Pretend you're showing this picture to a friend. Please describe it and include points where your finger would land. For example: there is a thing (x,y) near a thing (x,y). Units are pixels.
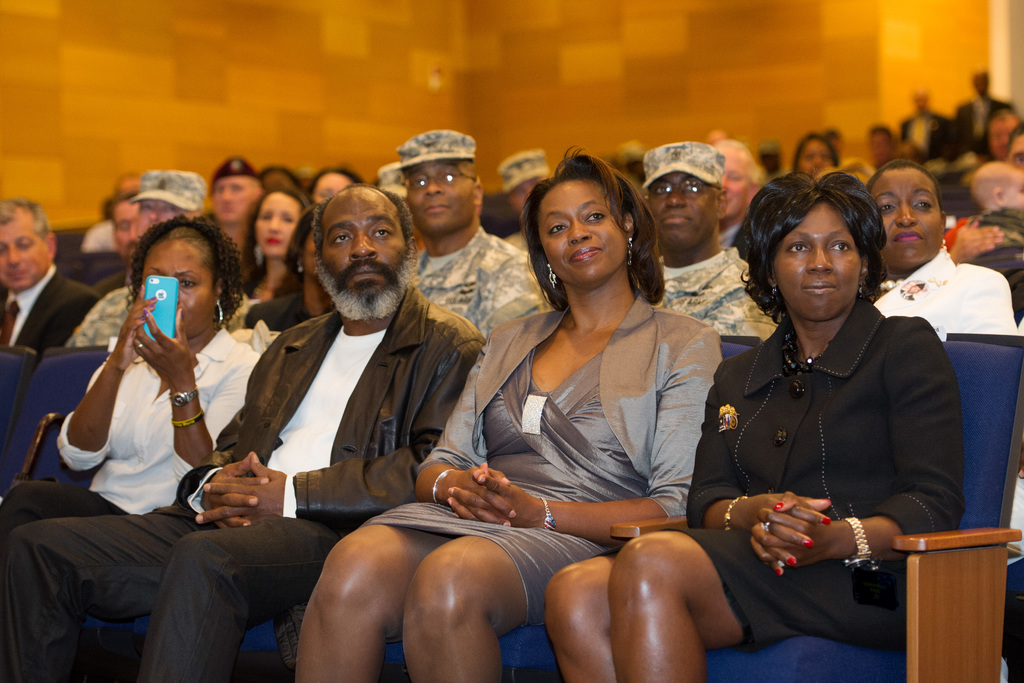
In this image, we can see persons (626,168) wearing clothes (400,350) and sitting on chairs (976,413). There is a wall (514,61) at the top of the image (396,83).
